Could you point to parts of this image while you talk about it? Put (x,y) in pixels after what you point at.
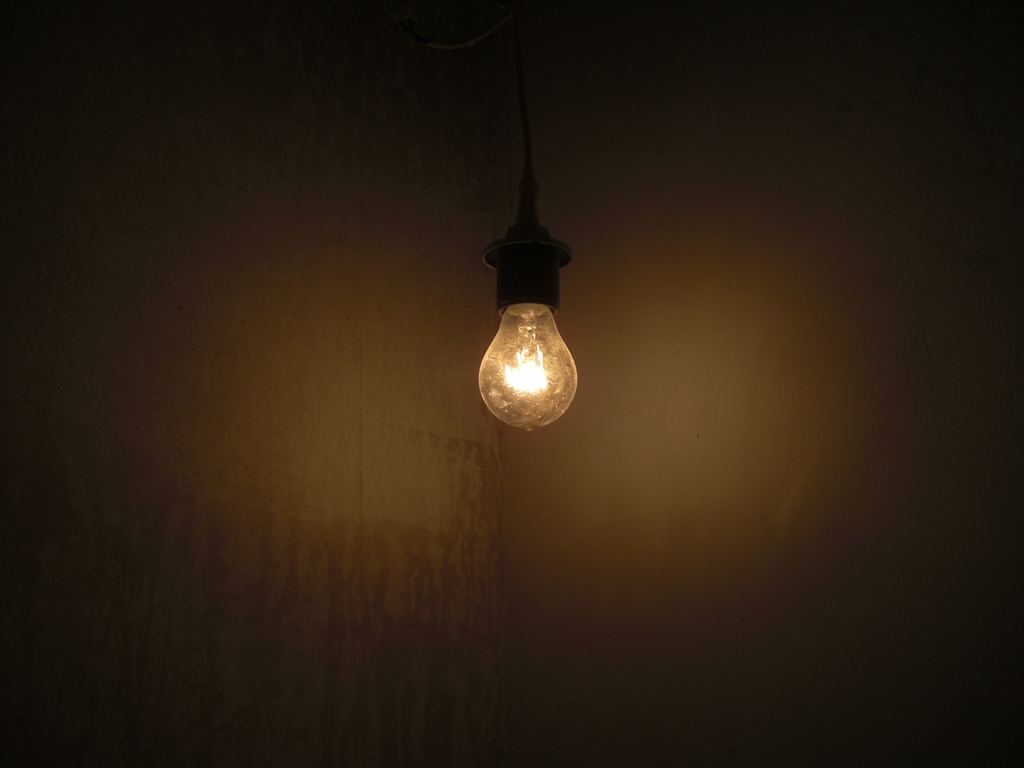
In this picture we can see an electric bulb (512,334). In the background (869,565) we can see a wall (424,546).
